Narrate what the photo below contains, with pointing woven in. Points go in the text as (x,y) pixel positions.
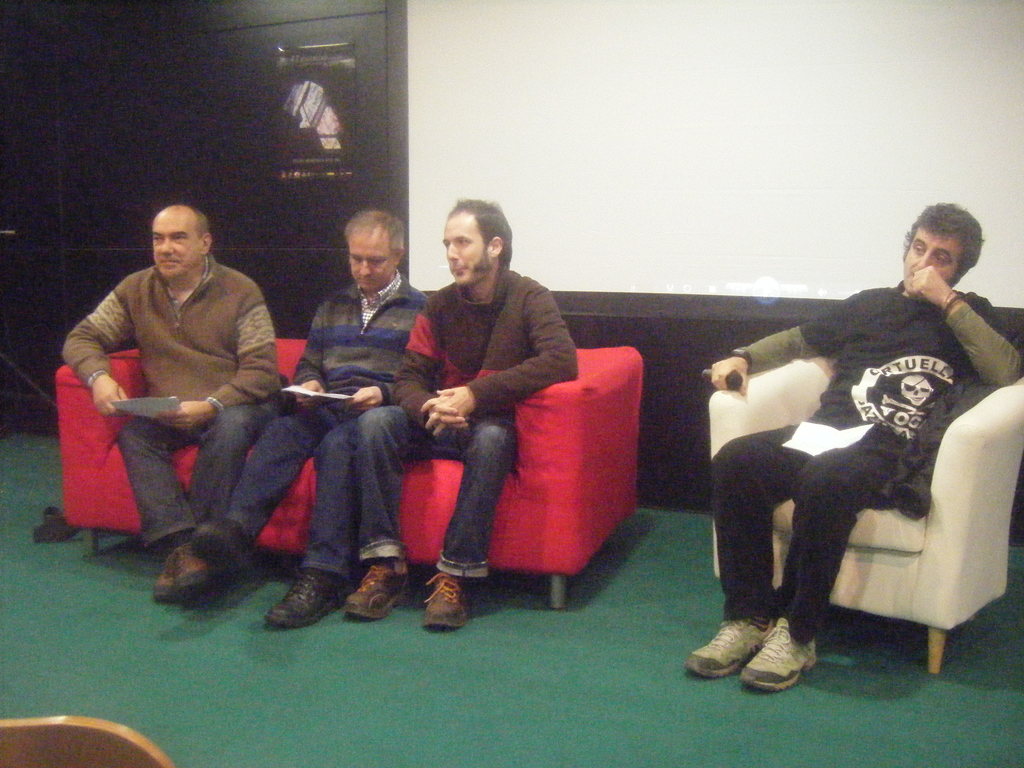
This Image is clicked in a room (751,336) where there are two sofas (991,542) and four people (957,311) sitting on two sofas (916,573), the person (892,418) who is on the right side (901,362) is wearing black dress (874,348). He is holding a mic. Three people (541,371) are sitting in one sofa (451,474), two of them are holding papers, there is a door (310,218) behind them on the left side (335,221).
